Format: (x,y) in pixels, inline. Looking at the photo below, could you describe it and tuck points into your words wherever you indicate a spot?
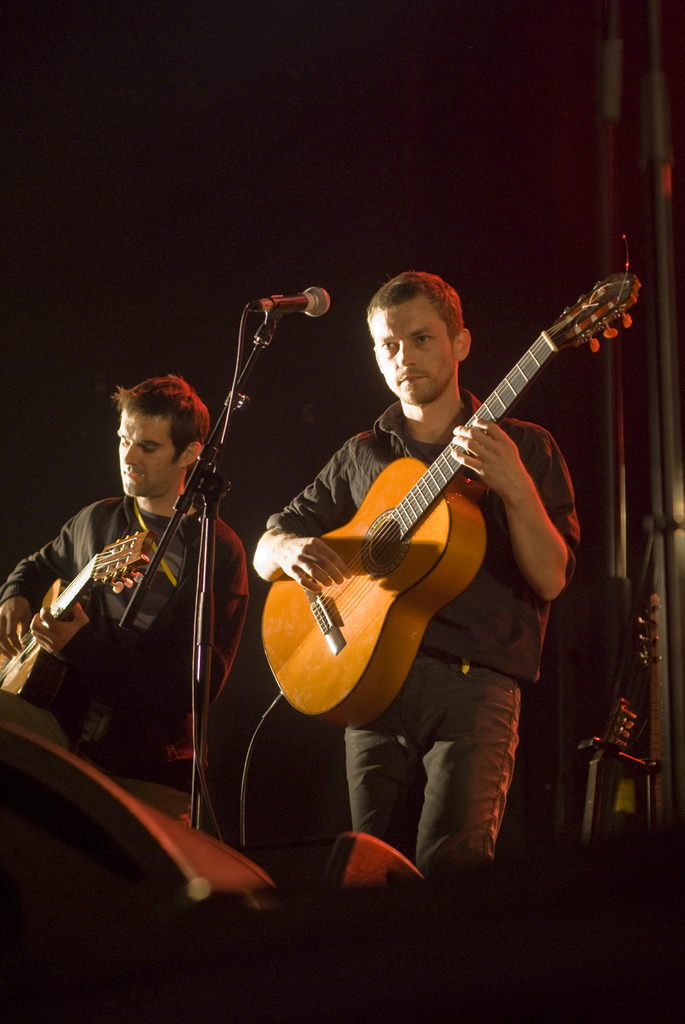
In this image there are two persons (161,581) standing and playing guitar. Before them there is a mike stand (197,767).
